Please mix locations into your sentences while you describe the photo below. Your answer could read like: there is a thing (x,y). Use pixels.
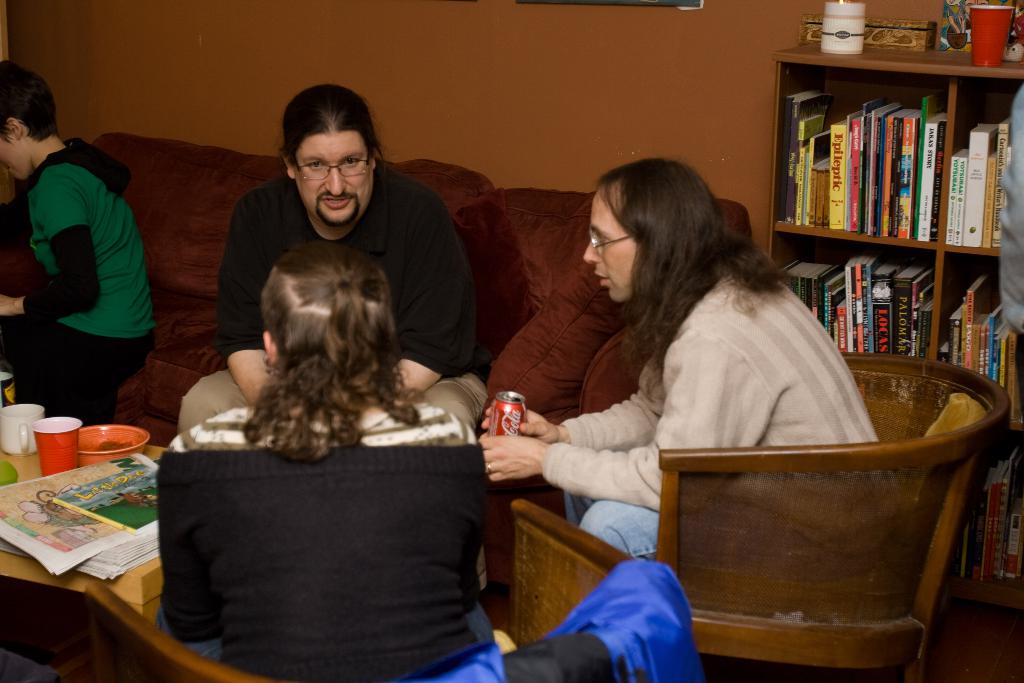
In this picture I can see 4 persons (573,441) in front (15,88) who are sitting on chairs (766,501) and sofa (194,324) and I can see a table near to them, on which I can see 2 cups (71,461) and papers (155,498). On the right side of this picture (803,189) I can see the shelves (963,109) on which there are number of books (909,191), a cup (978,52) and other things (942,48). In the background (730,46) I can see the wall (485,23). I can also see that, the person (594,202) on the right (782,371) is holding a can (509,395) and I see something is written on it.
